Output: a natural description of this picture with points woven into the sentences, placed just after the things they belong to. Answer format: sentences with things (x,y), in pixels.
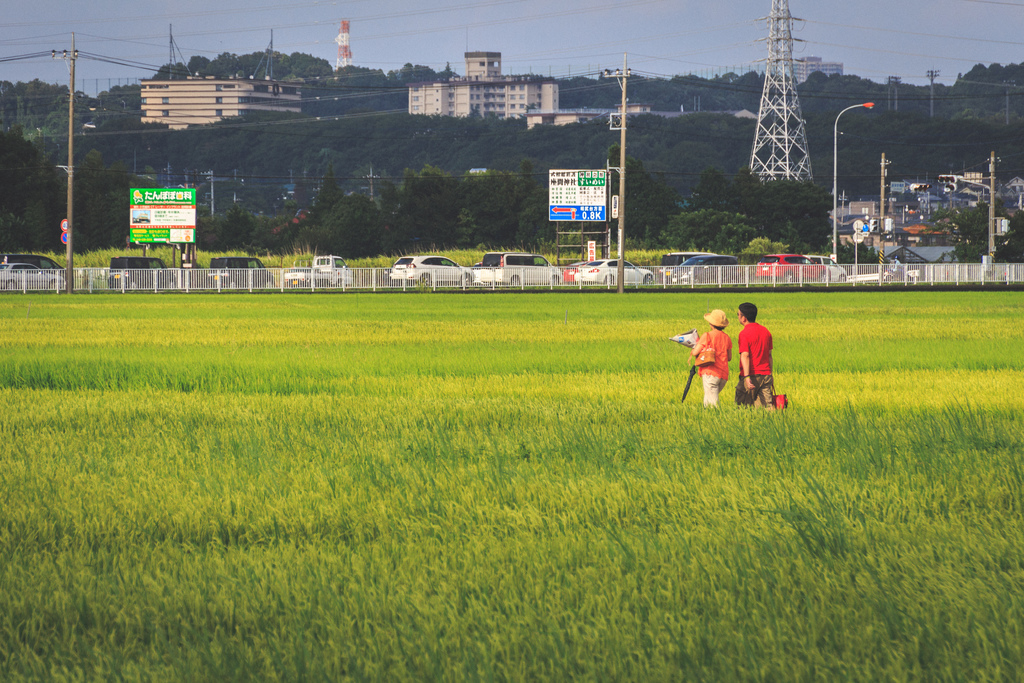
In this image I can see two people (722,363) holding something. Back Side I can see few vehicles (606,274), trees (859,182), boards (593,192), poles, light poles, buildings (930,191), fencing (699,285) and wires (101,56). In front (582,583) I can see a green grass (566,571).
